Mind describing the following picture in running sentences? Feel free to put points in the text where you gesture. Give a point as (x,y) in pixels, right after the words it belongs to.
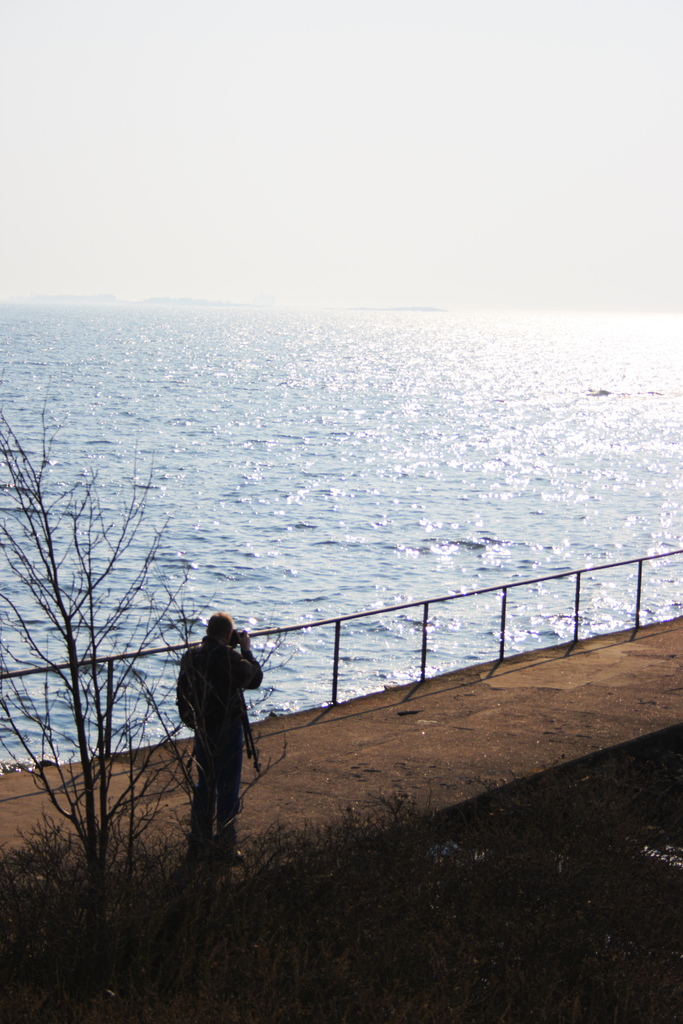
In this image there is a man (239,753) standing on the walkway (273,723) beside him there is water (20,586) and tree (65,635).
